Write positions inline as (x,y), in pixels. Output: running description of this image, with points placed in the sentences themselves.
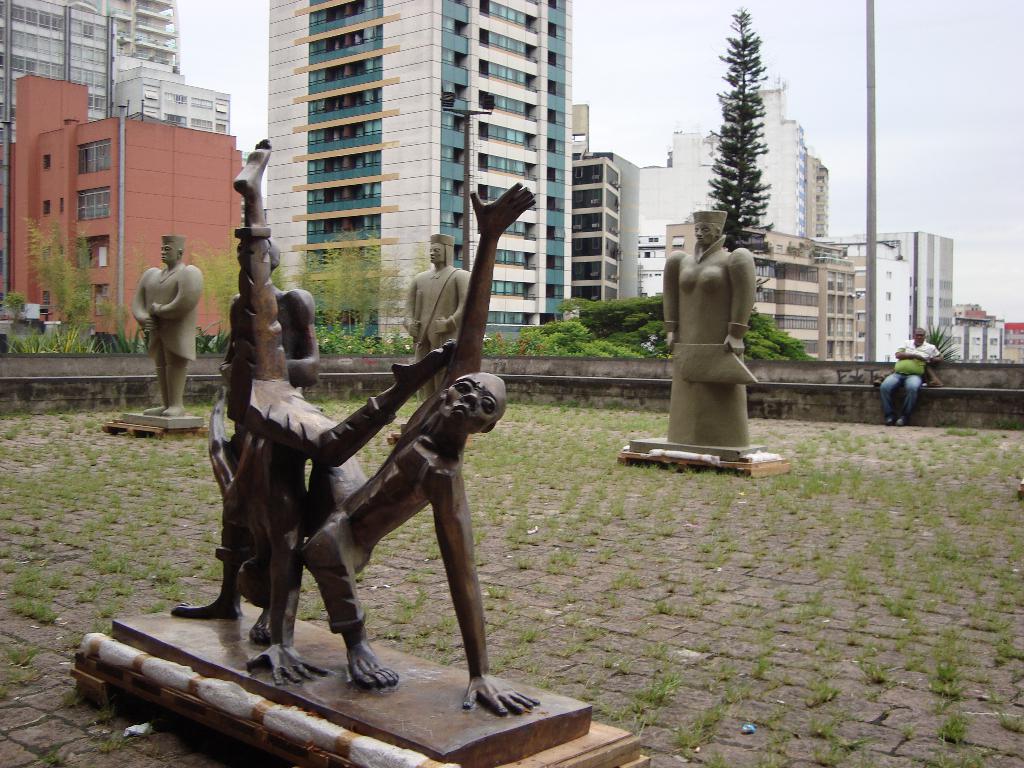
In this picture, we can see a few statues (442,528), ground (666,631), grass (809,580), plants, trees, and a person (912,383) sitting on the wall (1010,386), buildings (164,202) with windows (333,187), poles (876,244), and the sky (910,138).
